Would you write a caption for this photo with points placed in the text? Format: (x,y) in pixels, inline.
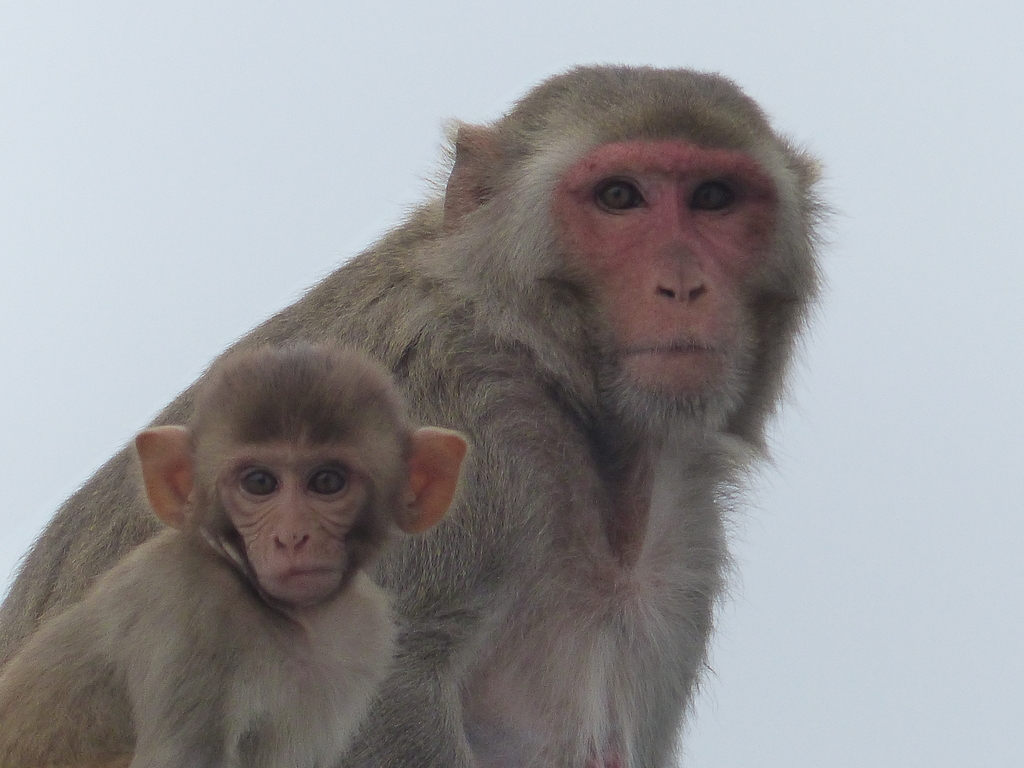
In this picture we can see a big monkey (745,298) and a baby monkey (232,526) sitting and looking at someone.
